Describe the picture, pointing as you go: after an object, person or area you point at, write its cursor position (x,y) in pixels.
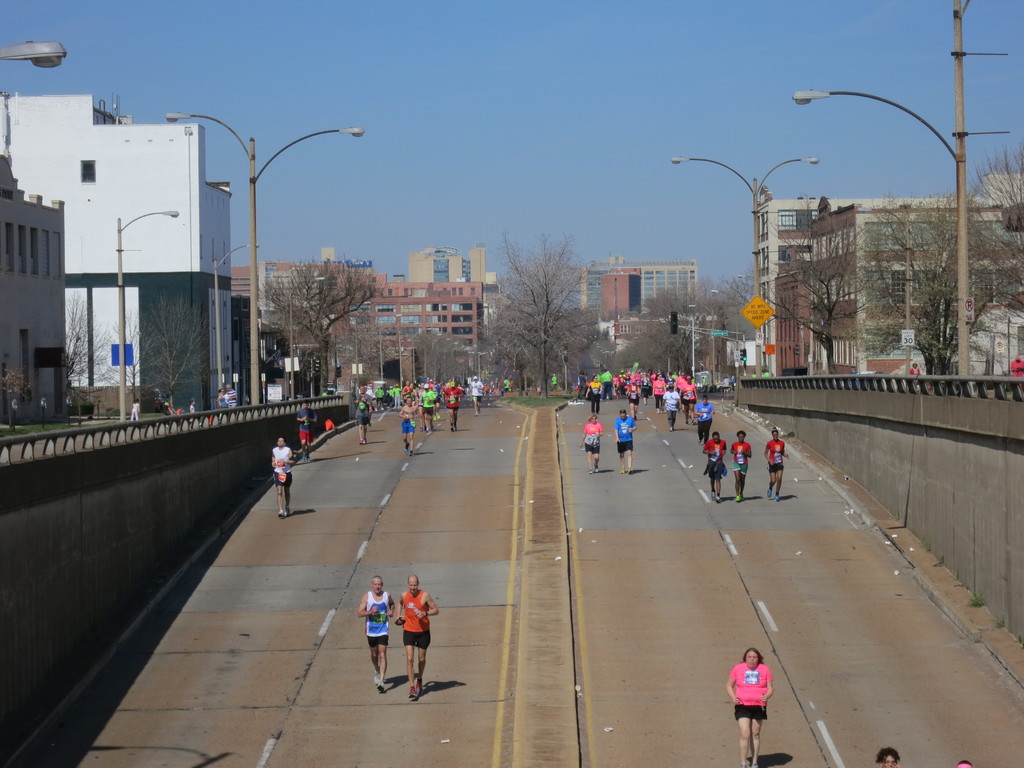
In this picture I can see so many people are running on the road (441,498) there are some trees (86,361) and buildings (134,213).
